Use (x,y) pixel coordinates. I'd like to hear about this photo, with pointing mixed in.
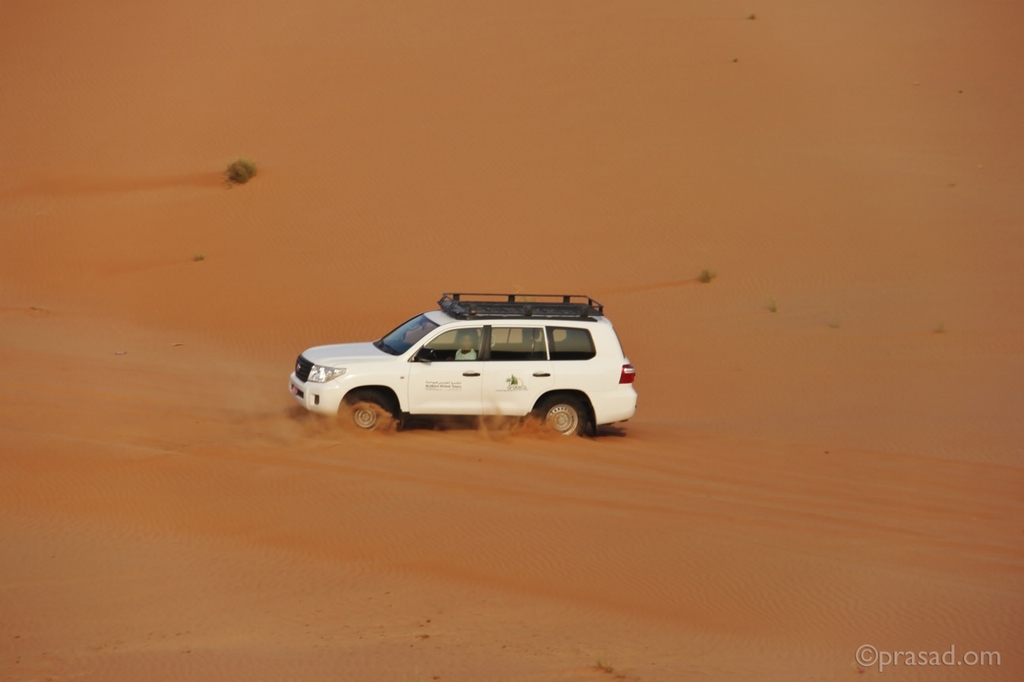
In this picture we can see a vehicle (536,389) on sand (333,285) with a person (459,338) in it and at the bottom right corner (926,660) we can see a watermark (914,663).
